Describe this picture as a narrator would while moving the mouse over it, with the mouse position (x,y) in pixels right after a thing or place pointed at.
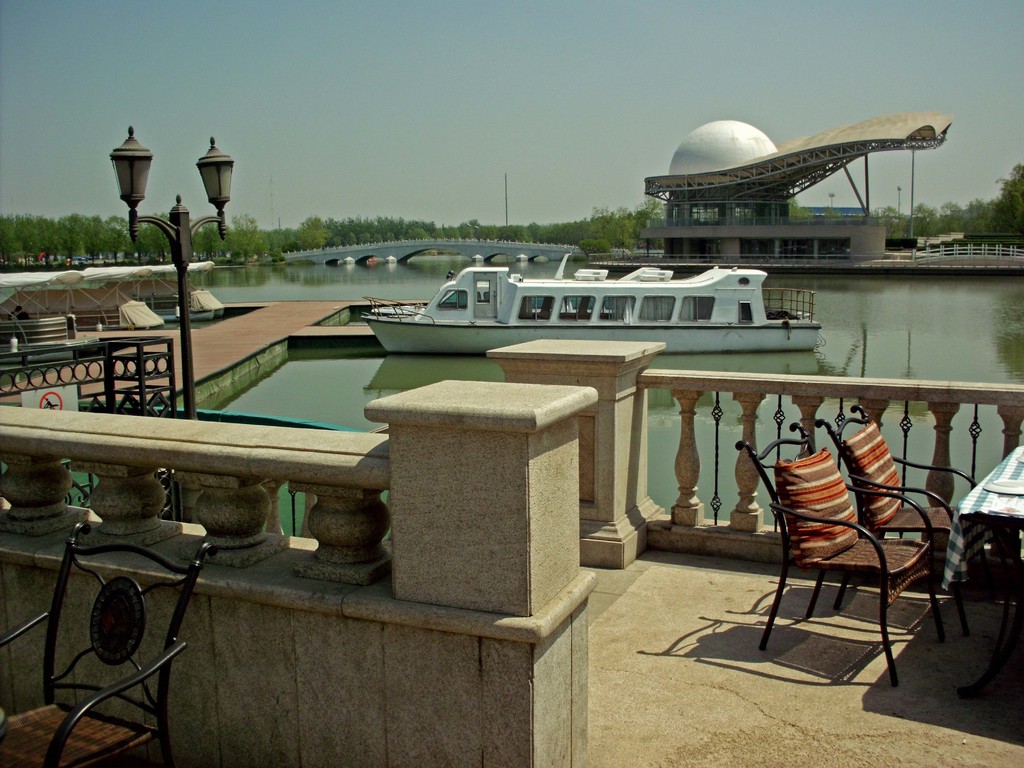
In this image, we can see a white color boat (529,328) on the water (653,358), there are some chairs (868,558), we can see a bridge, there are some green trees (251,228), at the top (474,66) there is a sky (546,33) which is clear.
